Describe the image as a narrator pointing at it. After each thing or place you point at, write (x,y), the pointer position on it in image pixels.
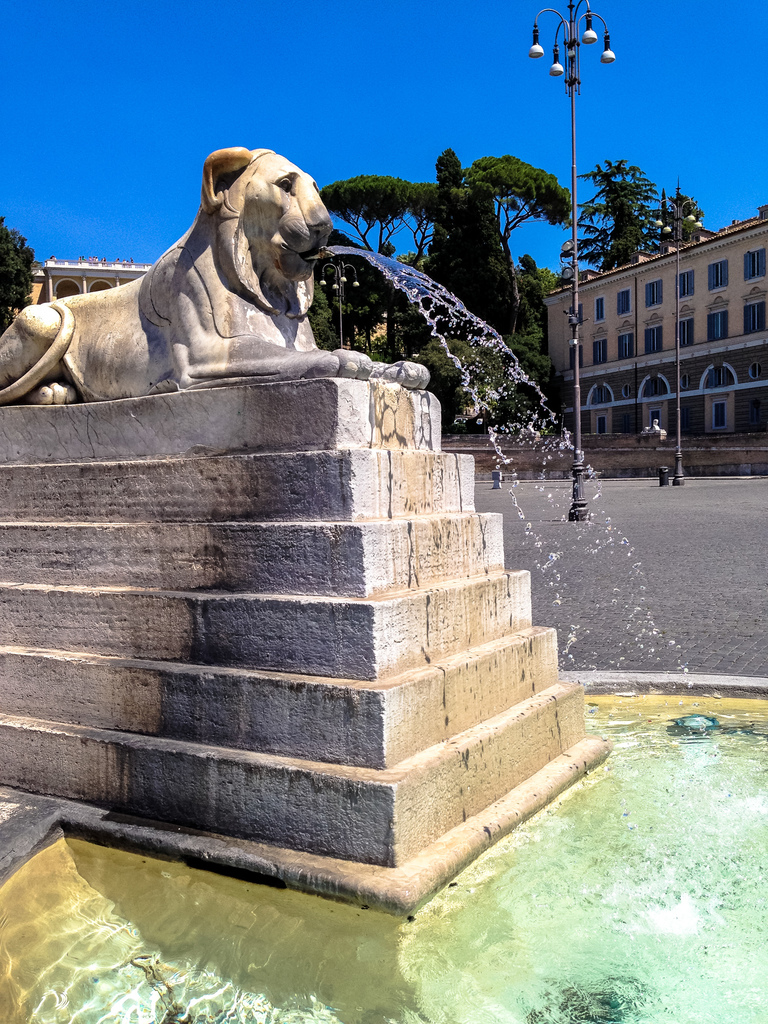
In this image there is a fountain (253,653) at left side of this image (221,567) and there is a building (627,378) at right side of this image (698,359) and left side of this image (98,278) and there are some trees (347,258) in the background (531,266) and there is a blue sky (252,80) at top of this image (310,77) and there are some current poles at right side of this image (580,446) and there is some water (527,837) at bottom of this image (435,922).
